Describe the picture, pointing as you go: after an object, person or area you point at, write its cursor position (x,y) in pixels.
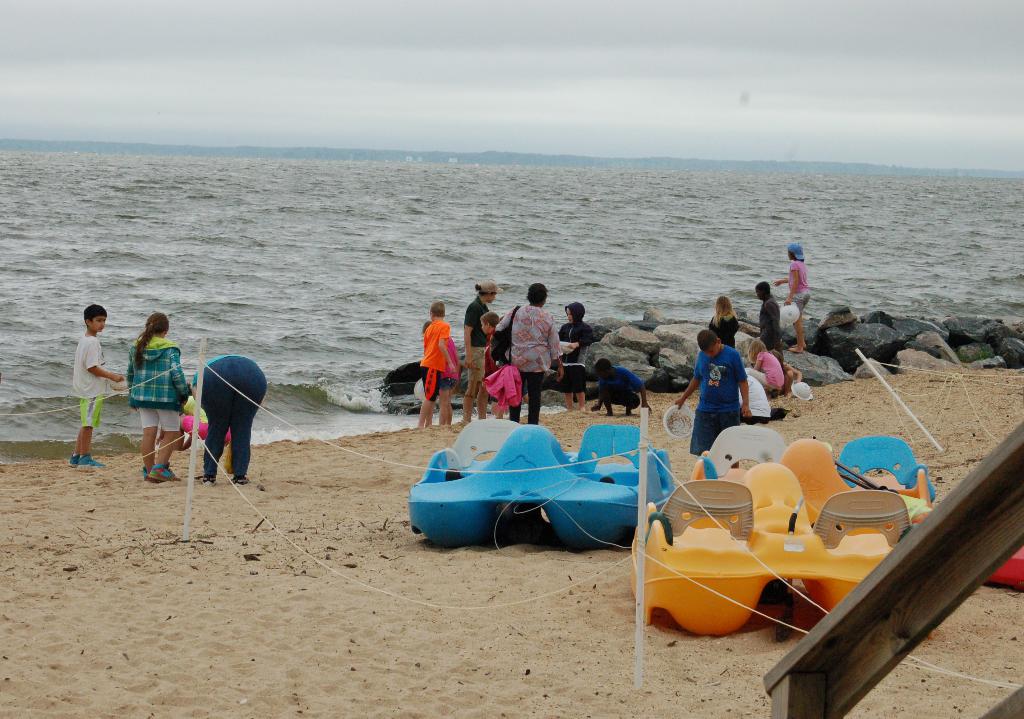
In this image I can see people (194,392), rods (197,402), boats (738,467), rocks (642,318), water (468,241), soil (346,481) and sky (444,75).
